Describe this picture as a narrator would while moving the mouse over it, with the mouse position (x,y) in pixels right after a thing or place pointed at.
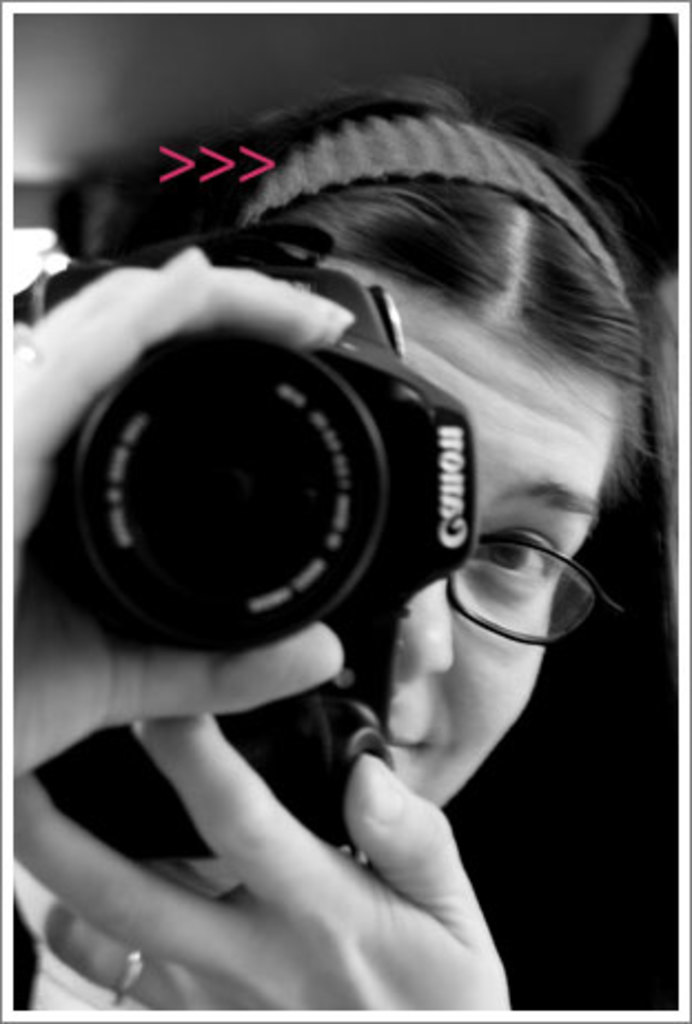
This is a black and white image. in this a woman (579,383) is holding a camera (298,584). She is wearing specs (501,605), she is wearing hairband (409,139), she also has a ring (125,996) to her hand (186,976). It looks like she is smiling.
